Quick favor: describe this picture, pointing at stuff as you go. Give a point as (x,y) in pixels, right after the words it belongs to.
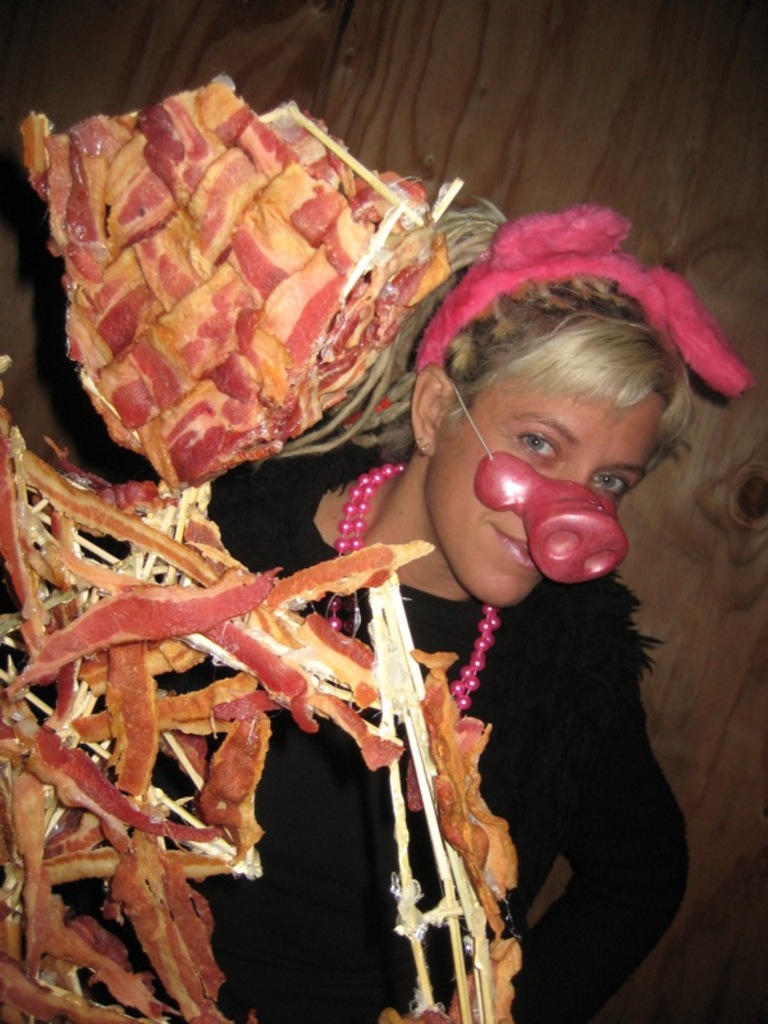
This image is taken indoors. In the background (370,114) there is a wall (643,215). In the middle of the image (485,589) there is a woman (546,767) with a piggy nose mask (575,523). On the left side of the image (113,438) there are many pork strips (128,857).
